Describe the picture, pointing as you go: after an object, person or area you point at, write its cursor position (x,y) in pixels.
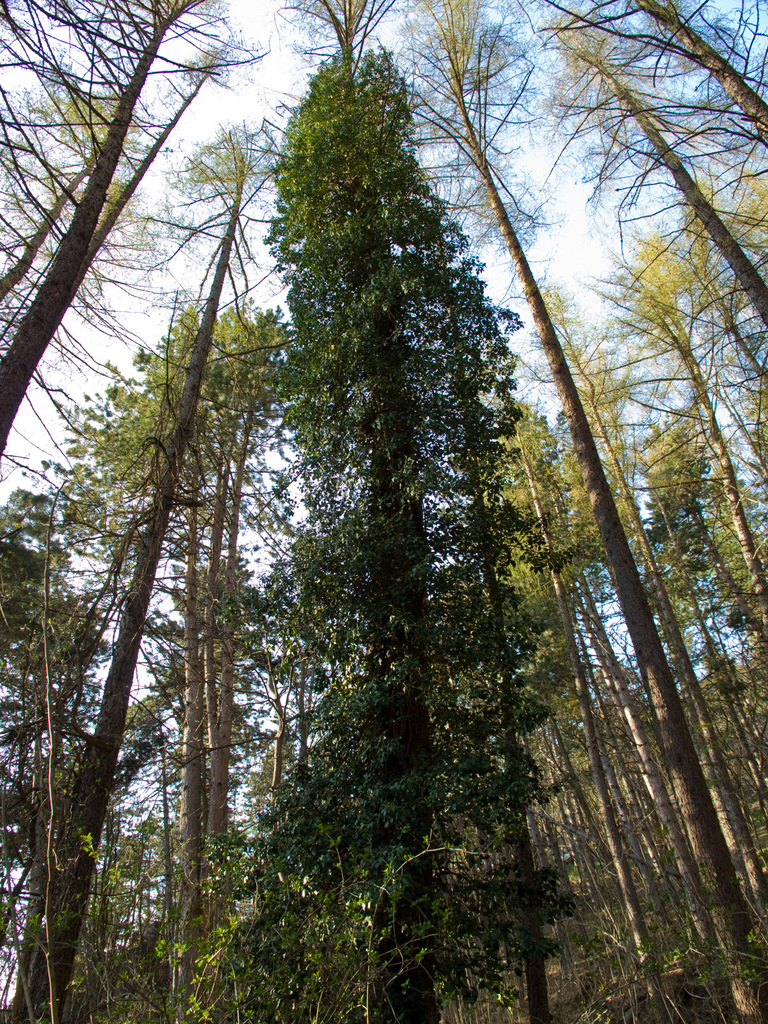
This image consists of many trees (512,242). And they are very tall. To the top (259,100), there is sky (169,86).
